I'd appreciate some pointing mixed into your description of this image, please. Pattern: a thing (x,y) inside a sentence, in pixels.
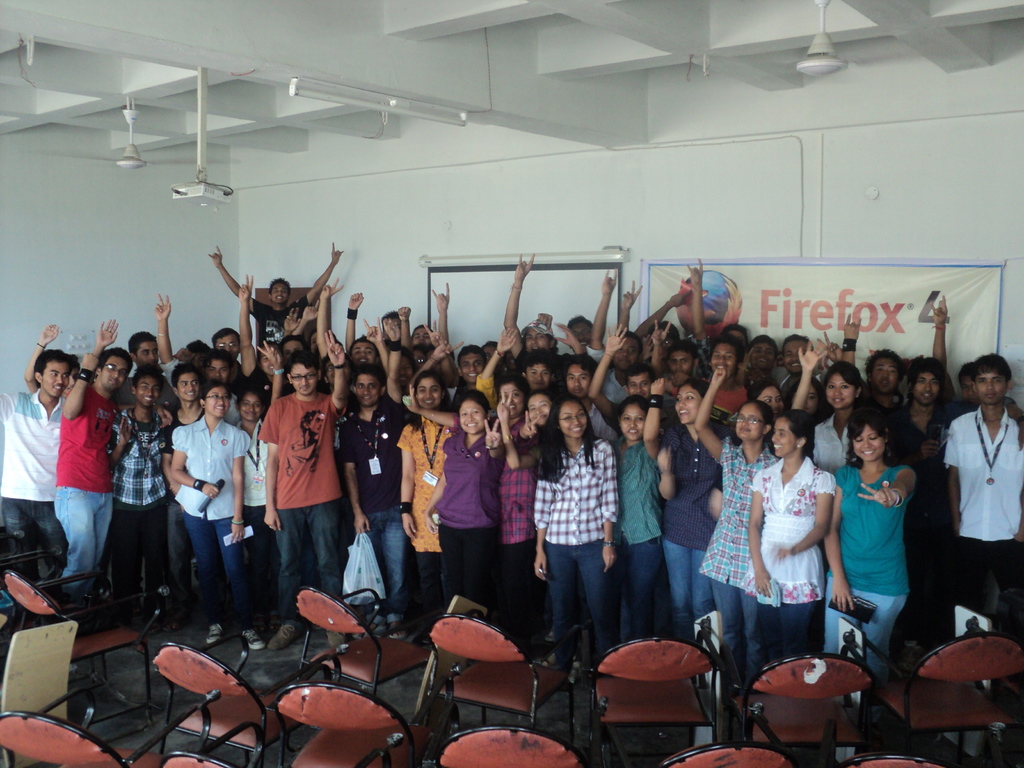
In the image there are group of people (453,484) in a room (322,499), many of them are raising hands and posing for the photo. Behind them there is a banner (706,298) and on the left side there is a projector screen (468,269), there are many empty chairs (990,673) in front of those people (66,570). In the background (567,186) there is a wall (857,186).
